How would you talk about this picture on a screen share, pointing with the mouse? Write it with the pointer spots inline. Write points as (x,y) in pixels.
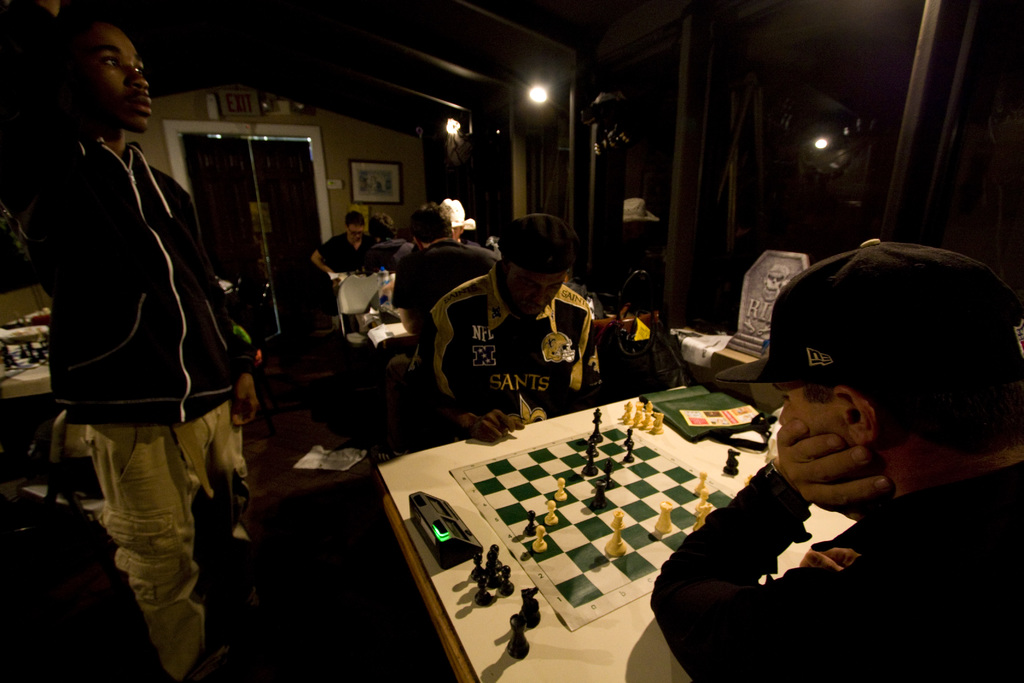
There is a group of people (569,399). They are sitting on a chair (648,315). They are playing a chess game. On the left side (146,206) we have a person (161,228). He is standing.
